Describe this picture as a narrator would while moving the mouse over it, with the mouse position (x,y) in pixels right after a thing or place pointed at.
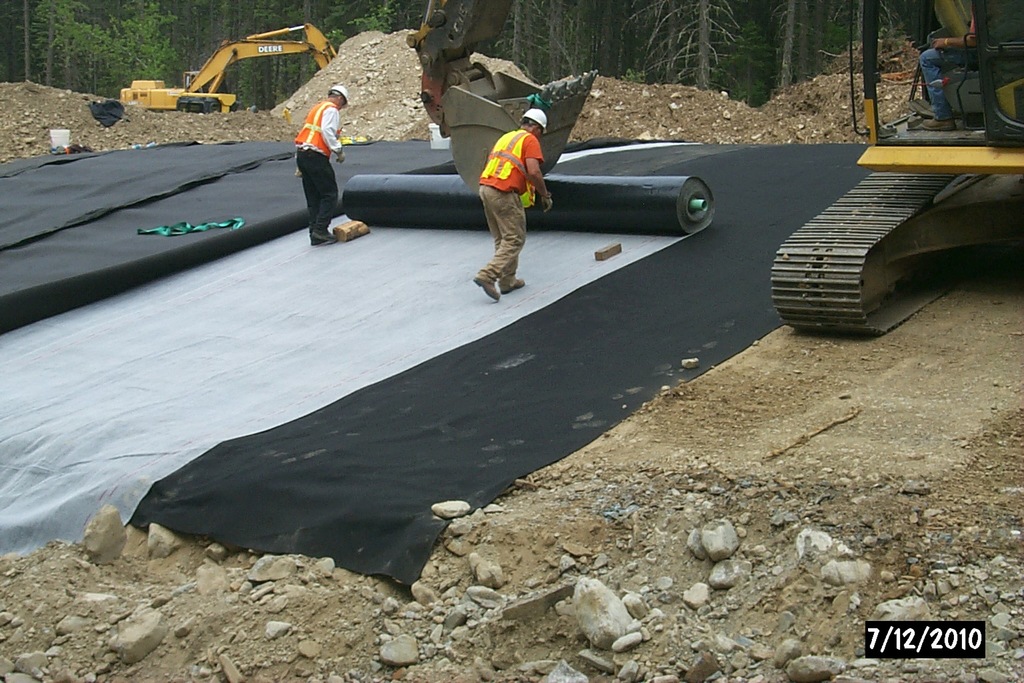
In this image there is a land (621,499) on that land (503,565) there are mats (696,286), cranes (872,224), in the background (797,19) there are trees (739,40) and two persons (318,223) are walking on mats (462,242).
